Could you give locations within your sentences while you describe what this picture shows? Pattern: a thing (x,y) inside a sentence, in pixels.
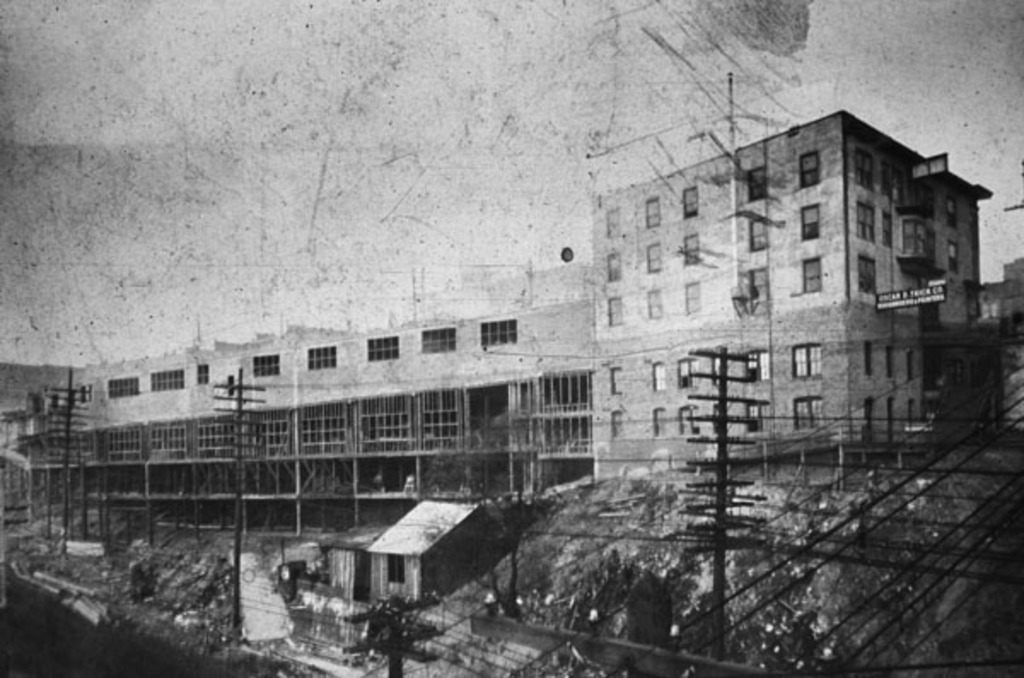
It is a black and white picture. In this image, we can see buildings (123,520), poles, board (899,298), house (397,546), shed (473,537) and few objects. Background (950,73) there is the sky (393,170).
